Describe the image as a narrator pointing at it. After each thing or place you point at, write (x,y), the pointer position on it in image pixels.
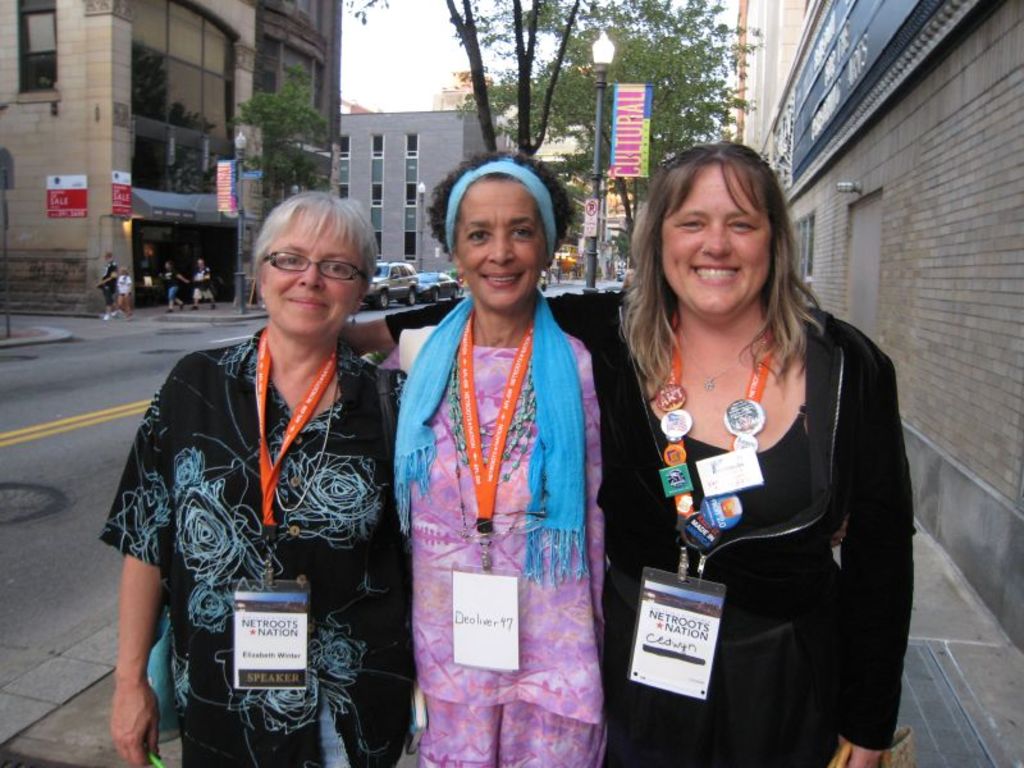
In this image we can see there are three persons (510,455) standing with a smile on their face (282,285), beside them there are buildings (160,162). On the left side of the image (264,112) there are buildings (415,117) and trees (510,91), in front of the buildings (139,243) there is a road (138,363). On the road (128,380) there are few people (173,292) walking and some vehicles (402,291) are moving and we can see there are few poles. In the background (417,96) there is a sky (408,62).
